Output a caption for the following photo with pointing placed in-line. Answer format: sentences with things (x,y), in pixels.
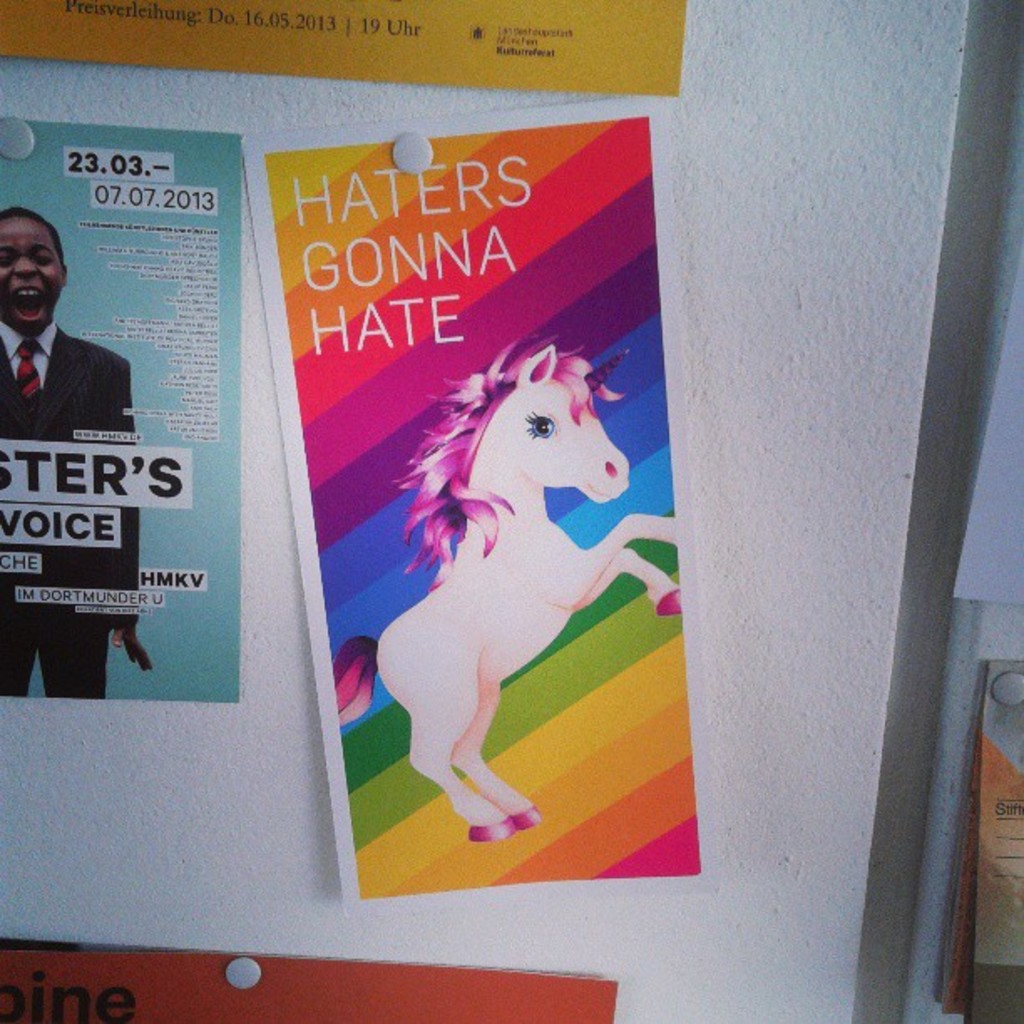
In this image we can see a posters (372,608) sticked to the wall (575,914).
